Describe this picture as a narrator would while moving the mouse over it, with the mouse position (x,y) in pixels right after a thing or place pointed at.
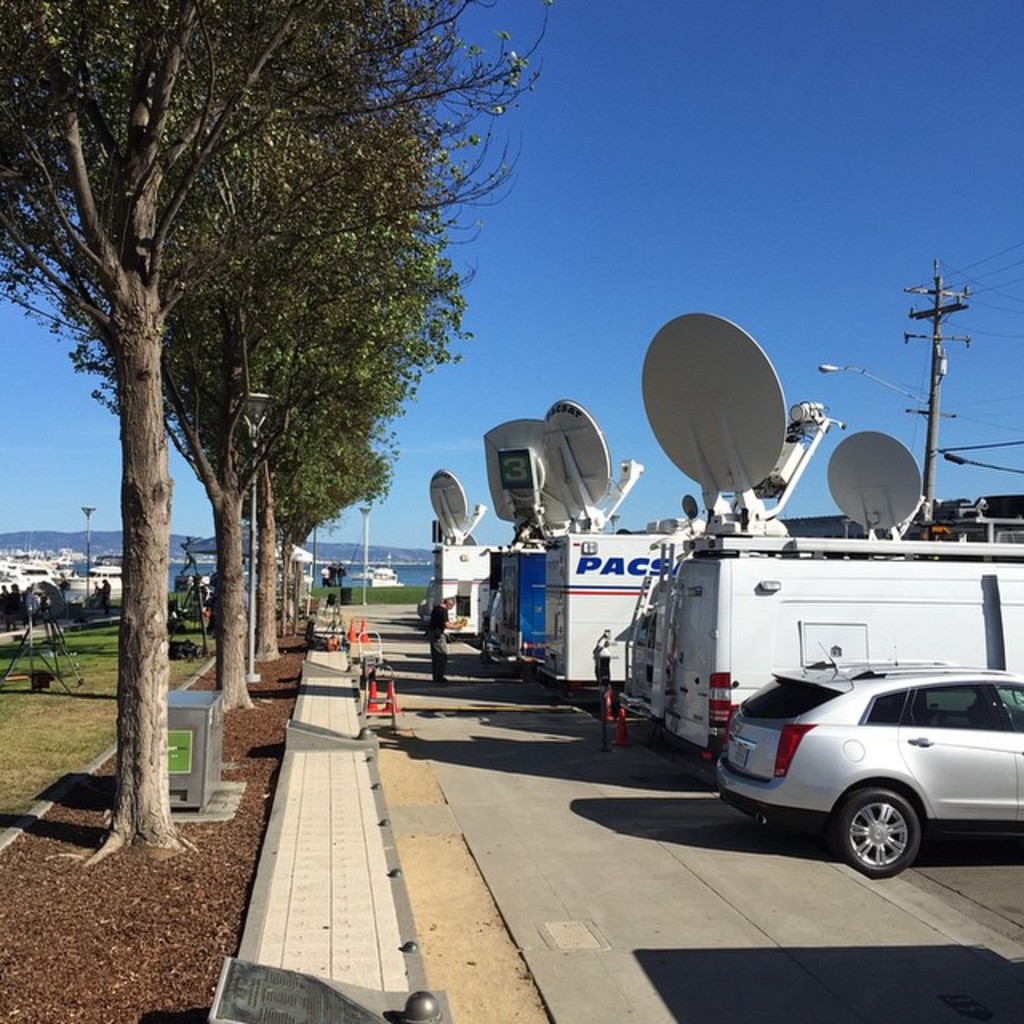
In the picture we can see some trees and beside it, we can see a path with some vehicles (765,736) are parked near it. And on the vehicles (746,725) we can see a dish antenna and behind it, we can see the pole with wires (974,264). In the background (888,275), we can see the sky (513,153).
